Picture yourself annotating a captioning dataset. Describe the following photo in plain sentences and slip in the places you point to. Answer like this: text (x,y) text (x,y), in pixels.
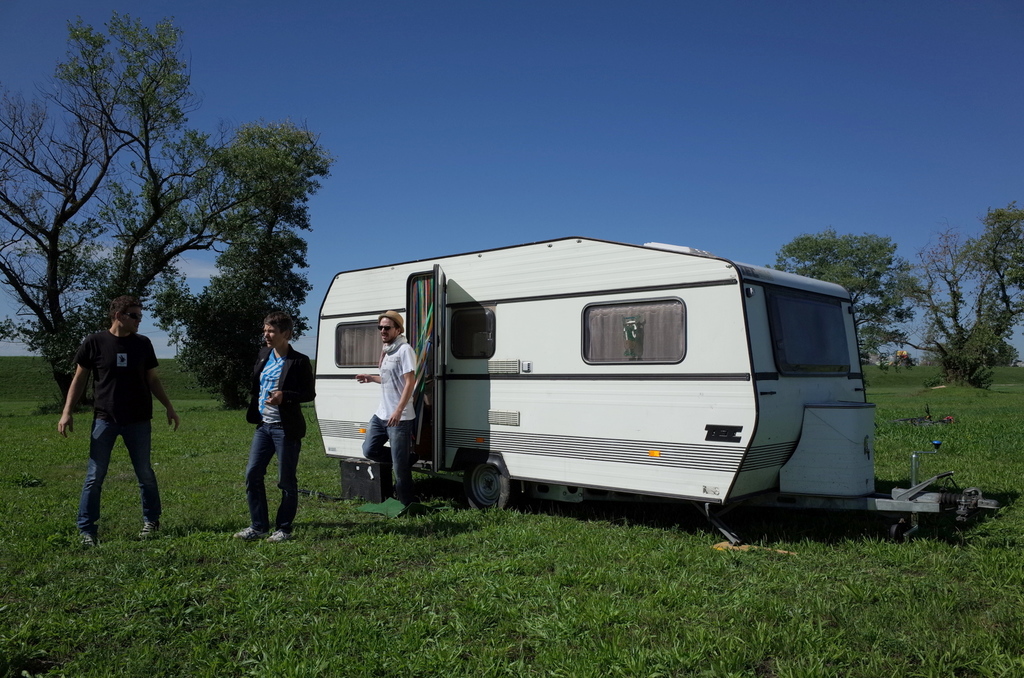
In this image we can see three persons (121,382) on the ground (187,603) near a vehicle (505,360) and there are few trees (208,248) and the sky (516,139) in the background (676,151).
